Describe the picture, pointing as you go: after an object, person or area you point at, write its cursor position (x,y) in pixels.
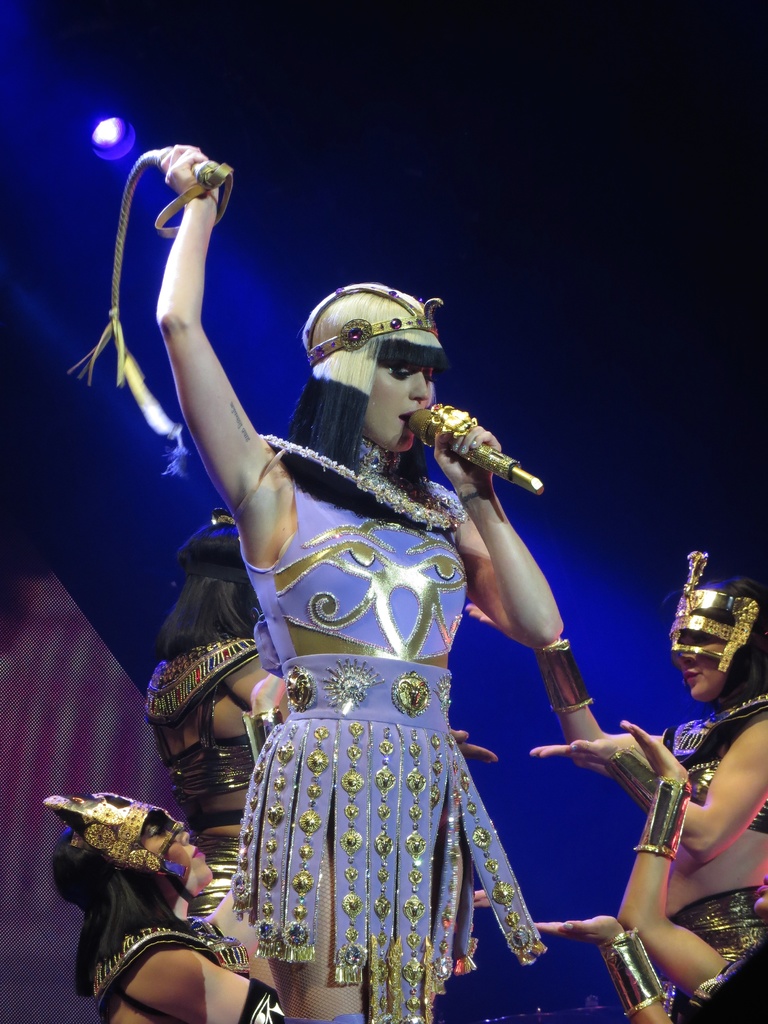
In this image we can see a lady (342,574), microphone (416,420) and an object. In the background of the image (180,742) there are some persons (91,921), light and other objects (46,931).
